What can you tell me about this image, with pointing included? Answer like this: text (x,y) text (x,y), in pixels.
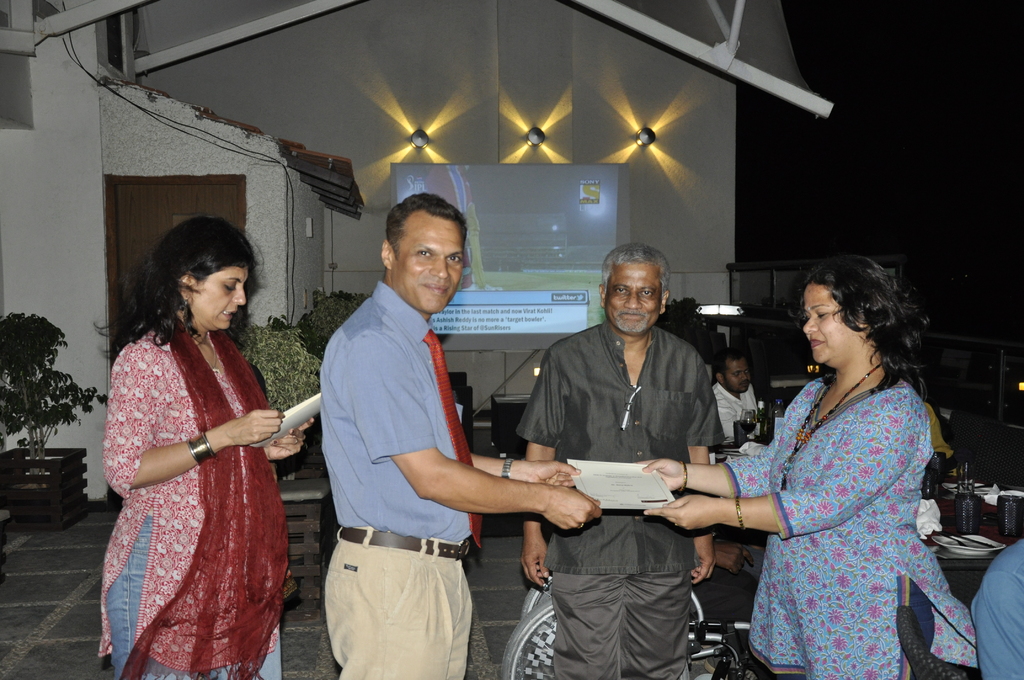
Here we can see four persons (848,548) and they are holding papers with their hands (695,569). This is floor (16,597). There are plants (299,391) and tables (995,522). On the table (991,507) there are bottles (968,495) and plates (979,548). In the background (578,203) we can see a screen (543,272), lights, door (133,227), and wall (407,106).
